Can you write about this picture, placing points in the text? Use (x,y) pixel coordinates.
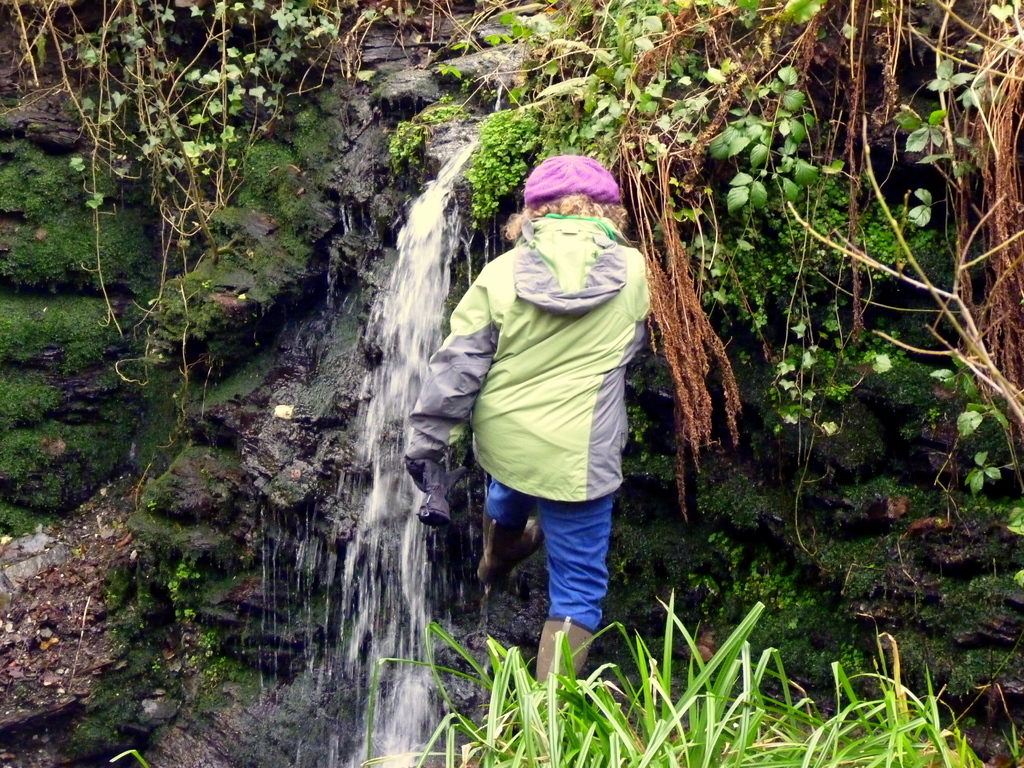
In the picture we can see a person (529,393) wearing green and ash color jacket (522,412), blue color pant (555,588), pink color cap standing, there is plant (578,695) and in the background of the picture (266,213) we can see waterfall (427,226), stone (294,409) and there are some plants (647,210).
